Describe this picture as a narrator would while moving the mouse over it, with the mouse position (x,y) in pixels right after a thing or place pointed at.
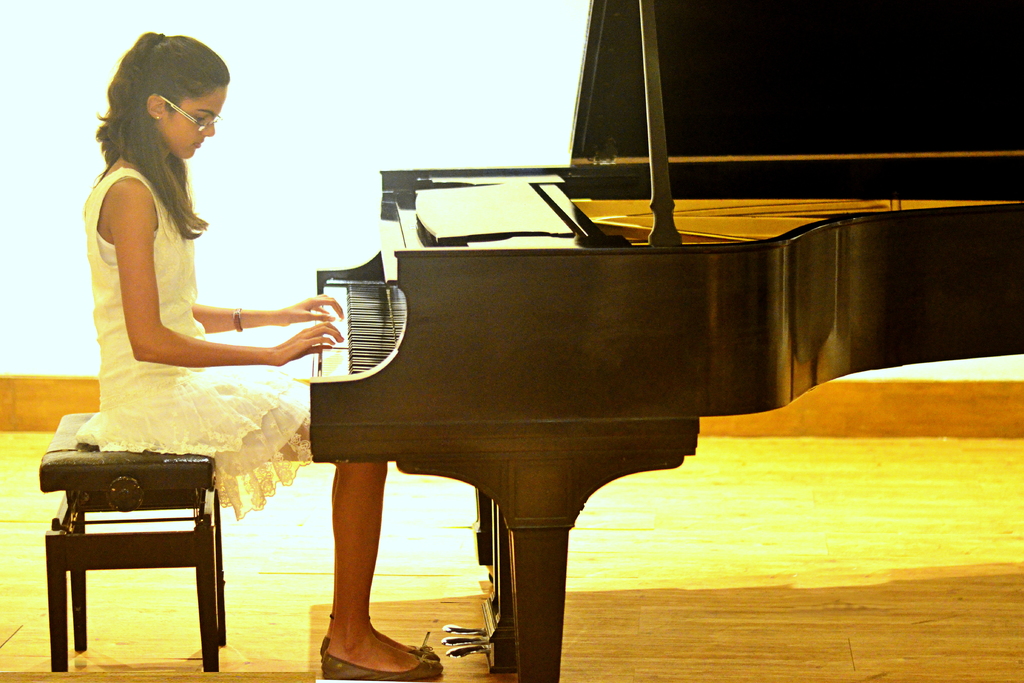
In the image we can see one person (131,273) she is sitting on the stool (145,461) and she is playing key board (356,324).
